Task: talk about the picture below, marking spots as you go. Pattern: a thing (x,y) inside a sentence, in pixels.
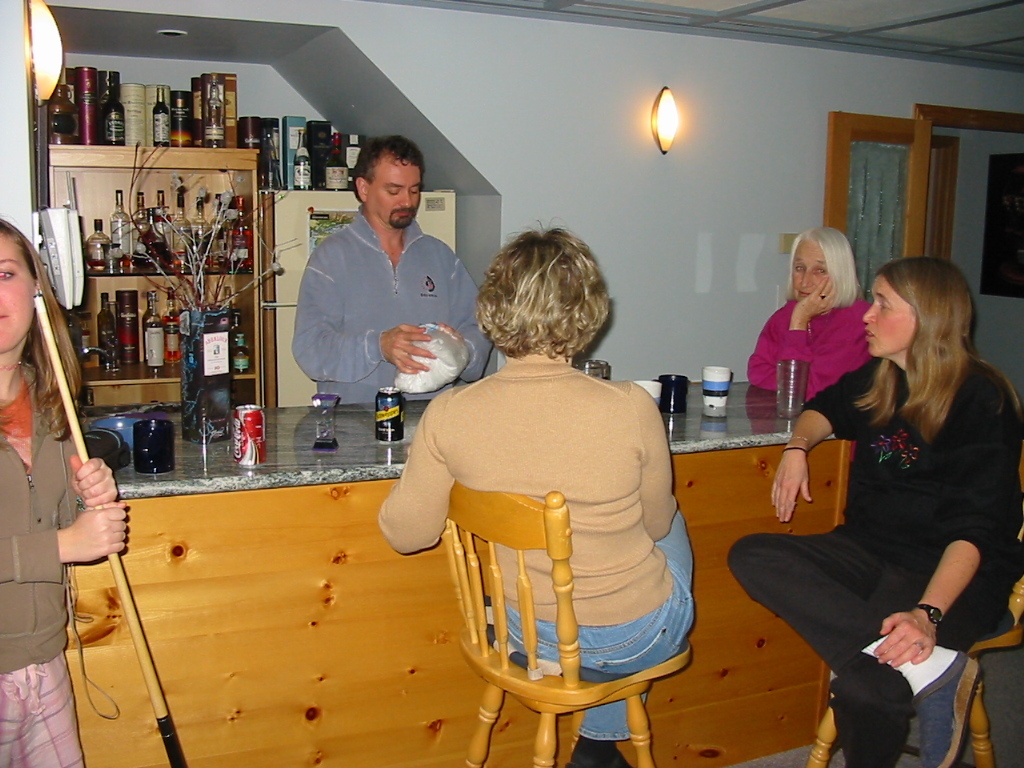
In the picture we can see a inside the bar view with a desk (673,740) and a person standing and holding a white bag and near to the desk (273,629) we can see some women (935,459) are sitting and behind the desk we can see a wooden rack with wine bottles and beside to it on the wall (989,88) we can see a light (41,2).
